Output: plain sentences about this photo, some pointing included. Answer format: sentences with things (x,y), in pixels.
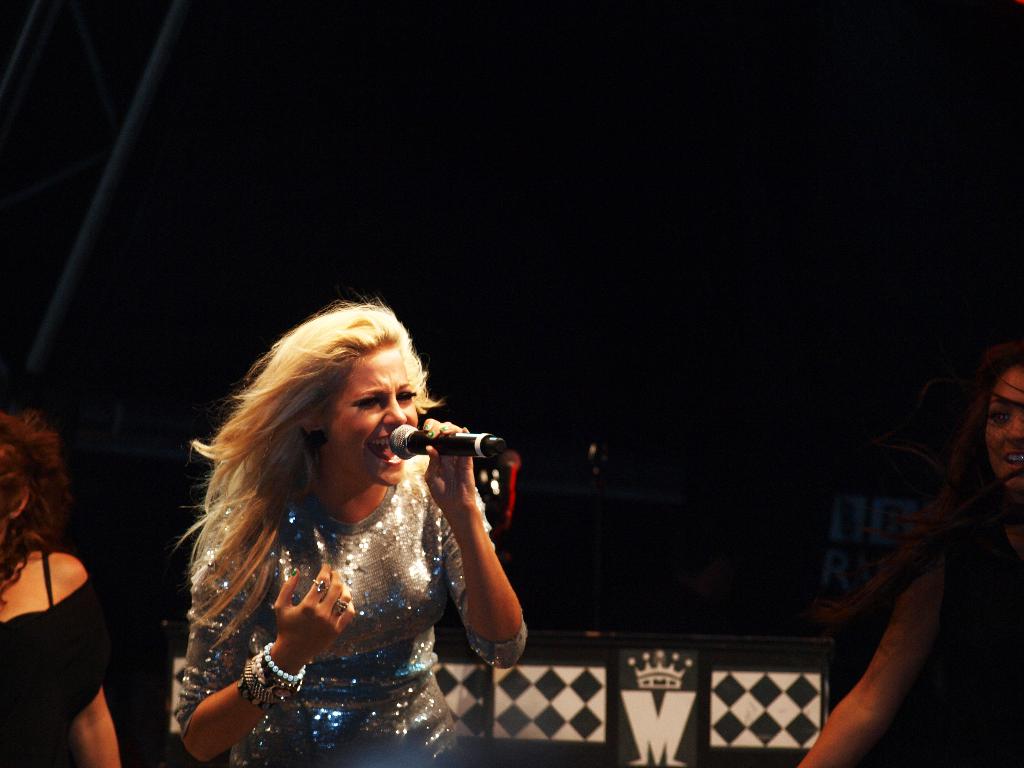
This picture shows a woman (365,486) singing, holding a mic (436,445) in her hand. There is another woman (18,649) standing in the background (65,665). We can observe a person (979,475) in the right side (949,579) too.
